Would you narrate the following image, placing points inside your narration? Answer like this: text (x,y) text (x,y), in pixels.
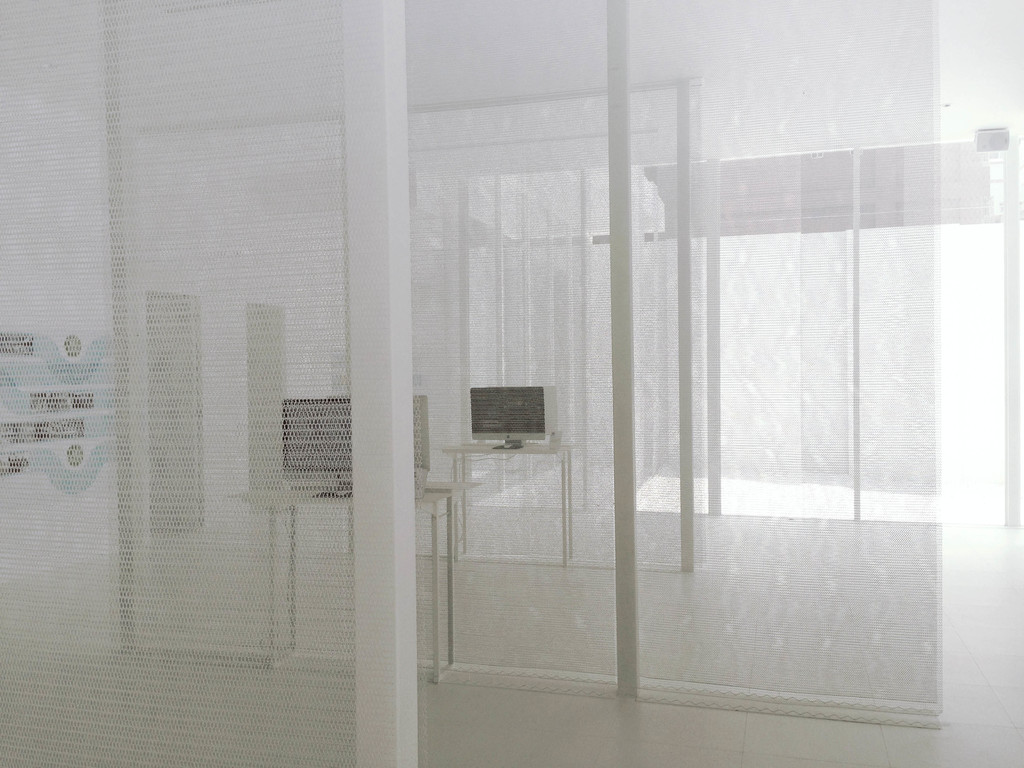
In the picture we can see a white color inside the house (345,710) with net walls (285,657) dividing the rooms (958,134) and in the house (207,633) we can see a table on it we can see a computer system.
